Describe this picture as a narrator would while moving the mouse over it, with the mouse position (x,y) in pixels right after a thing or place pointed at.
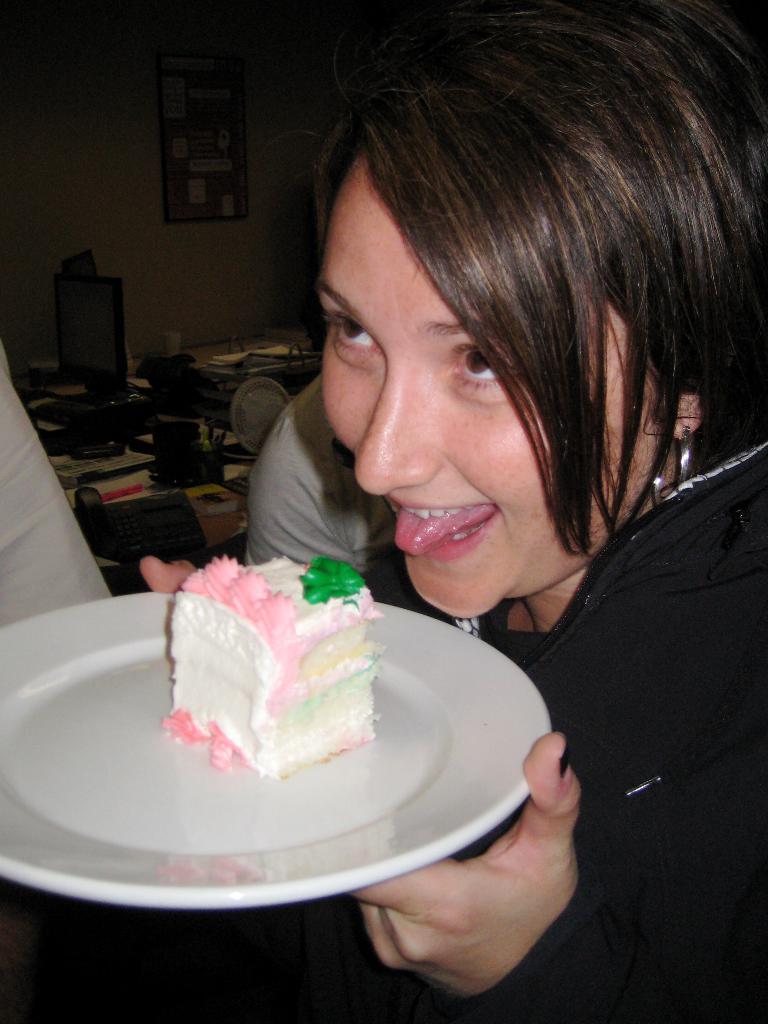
In this image we can see a person (581,853) holding a plate (68,684) with the cake (277,721) and in the background (168,497) there is a system (96,316), a telephone (106,531) and few objects (137,445) on the table (201,419) and a board (210,167) to the wall (273,159).
